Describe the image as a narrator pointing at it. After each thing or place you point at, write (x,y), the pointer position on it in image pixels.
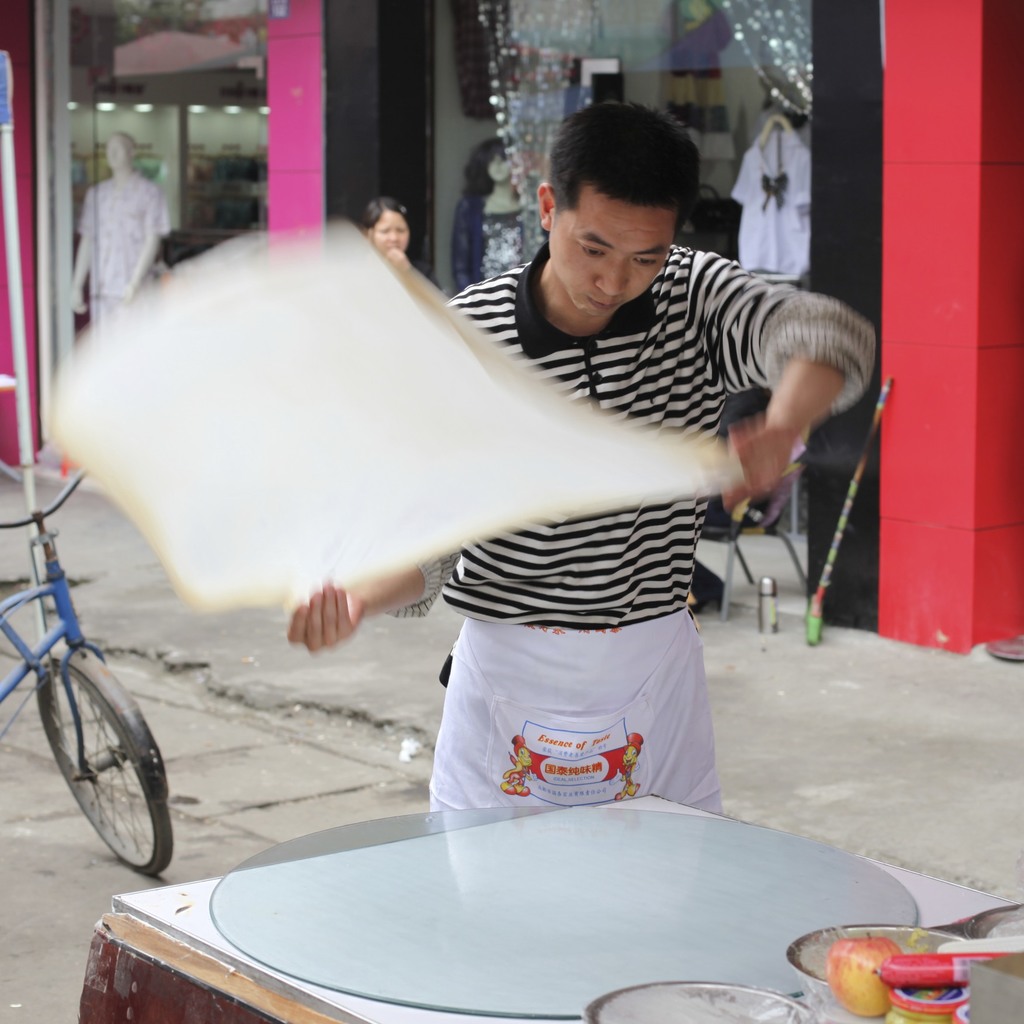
This picture shows a man (525,332) standing and preparing some food item (368,304) with his hands (775,428) and we see a bicycle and a woman (381,216) standing and we see a store (192,68) on her back.
